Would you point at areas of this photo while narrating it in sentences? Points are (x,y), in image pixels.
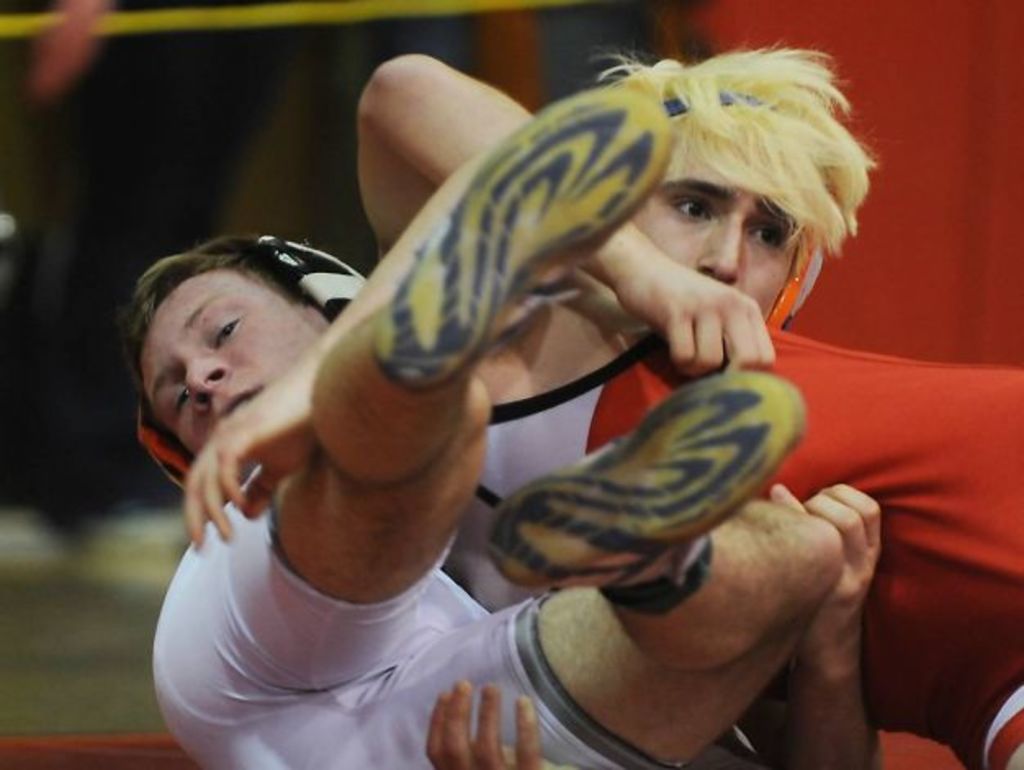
In the image we can see two persons (797,413) are wrestling and holding.
